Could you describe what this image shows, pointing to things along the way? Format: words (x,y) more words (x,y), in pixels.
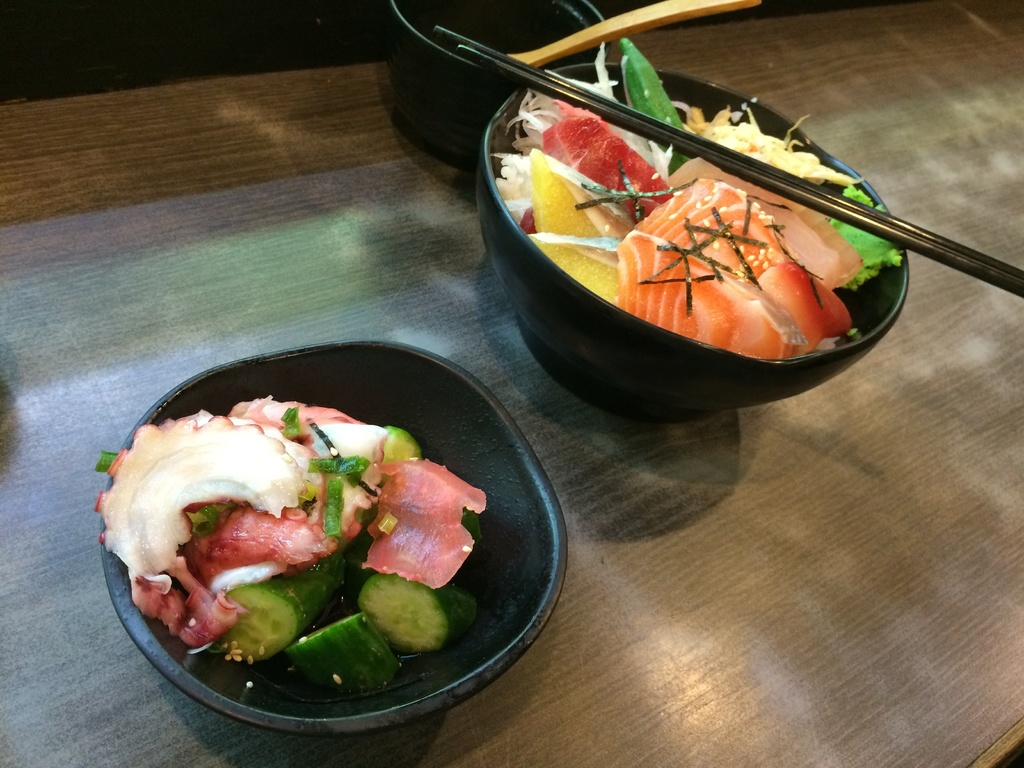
The picture consists of a table (460,327), on the table (436,338) there are bowls (542,263), chopsticks (582,98), spoon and food items (313,593).
